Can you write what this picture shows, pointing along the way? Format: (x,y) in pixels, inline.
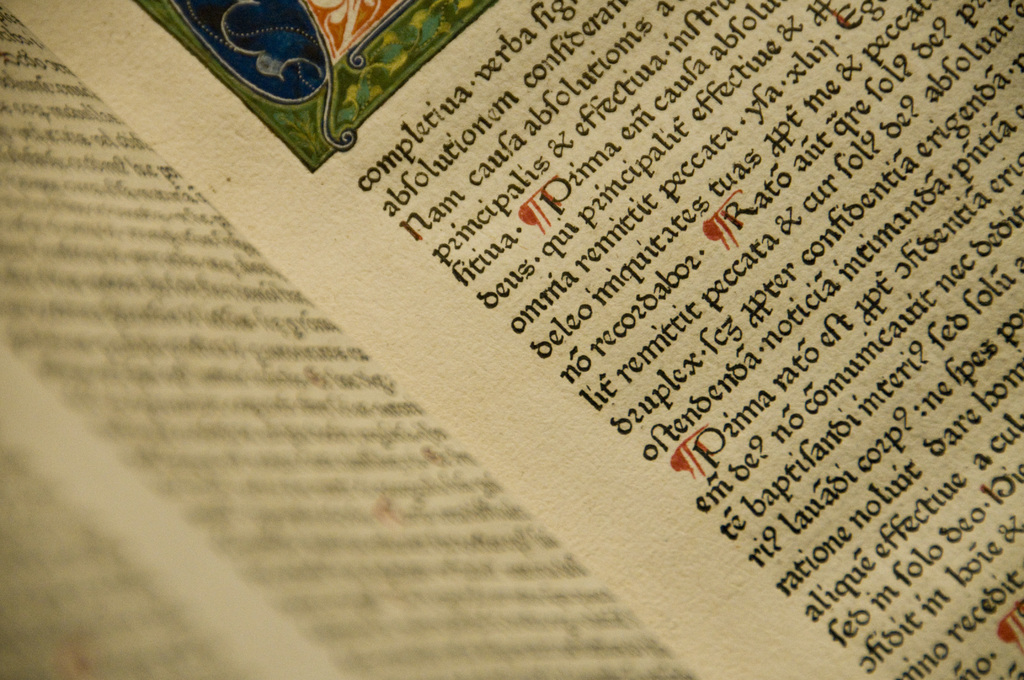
In this image we can see a page (359,313) of a book (293,314).
